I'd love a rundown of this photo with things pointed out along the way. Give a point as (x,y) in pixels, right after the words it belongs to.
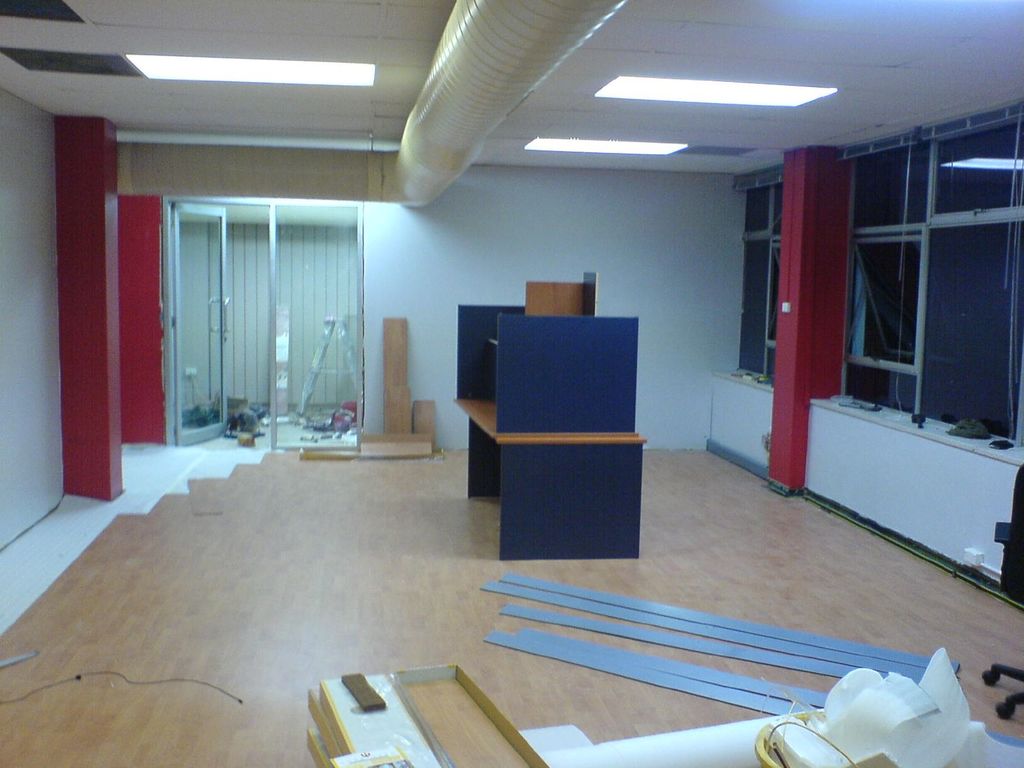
This is the picture of a room (555,658). In the middle of the image (562,443) there is a table (612,493). In the foreground (856,695) there are objects (846,677) and there is a chair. On the right side of the image (860,260) there are objects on the wall (857,484) and there is a window (926,268). At the back (267,321) there is a door (204,349). At the top (321,79) there are lights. At the bottom (337,580) there is a floor (367,556).
